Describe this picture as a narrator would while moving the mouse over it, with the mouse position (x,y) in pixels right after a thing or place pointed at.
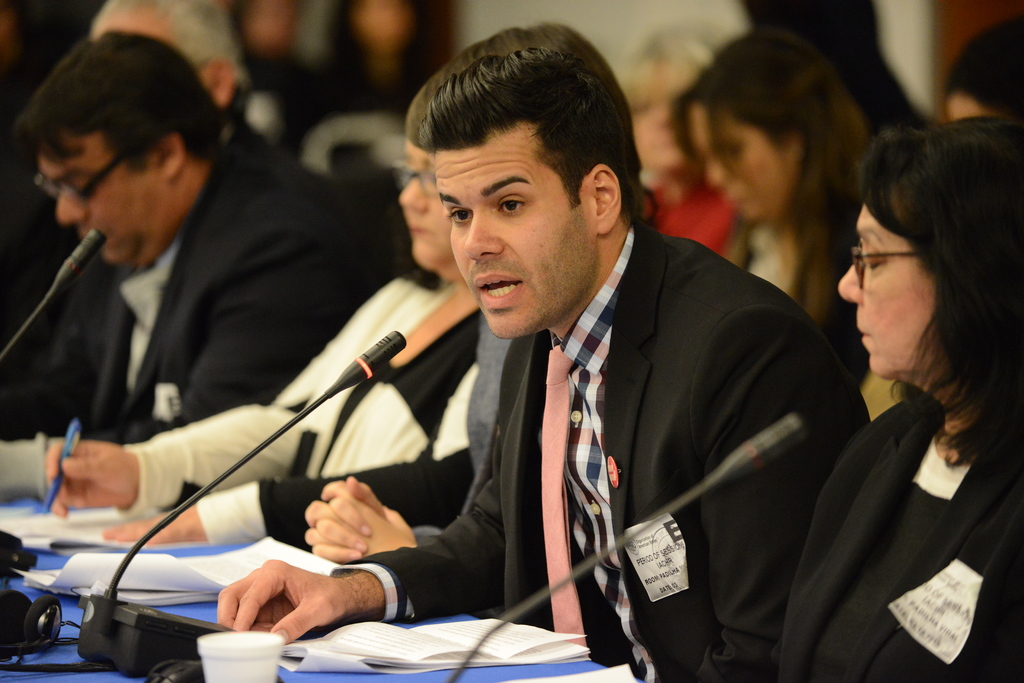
In this image, we can see people (125,181) and are wearing coats (454,397) and some are wearing glasses (107,168) and there is a lady (120,457) holding a pen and we can see mics (237,464), papers (105,563) and some other objects (19,543) on the stand (415,677).
